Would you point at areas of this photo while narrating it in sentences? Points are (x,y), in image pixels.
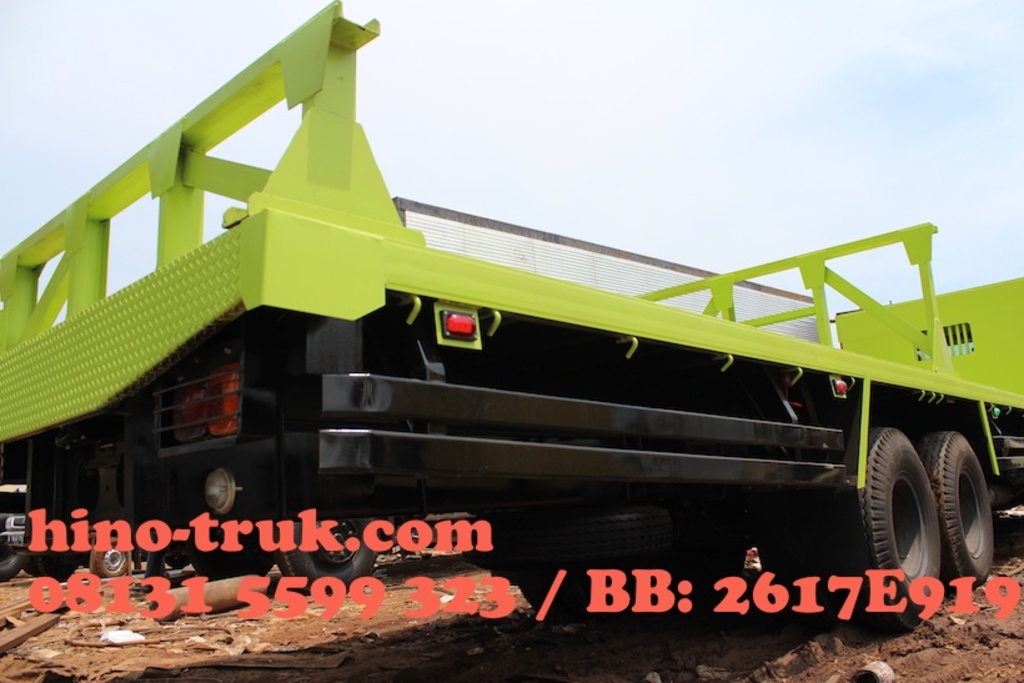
In this picture we can see vehicles (183,480) on the ground (473,633). In the background of the image (566,66) we can see the sky (586,52). At the bottom of the image (86,609) we can see text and number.
